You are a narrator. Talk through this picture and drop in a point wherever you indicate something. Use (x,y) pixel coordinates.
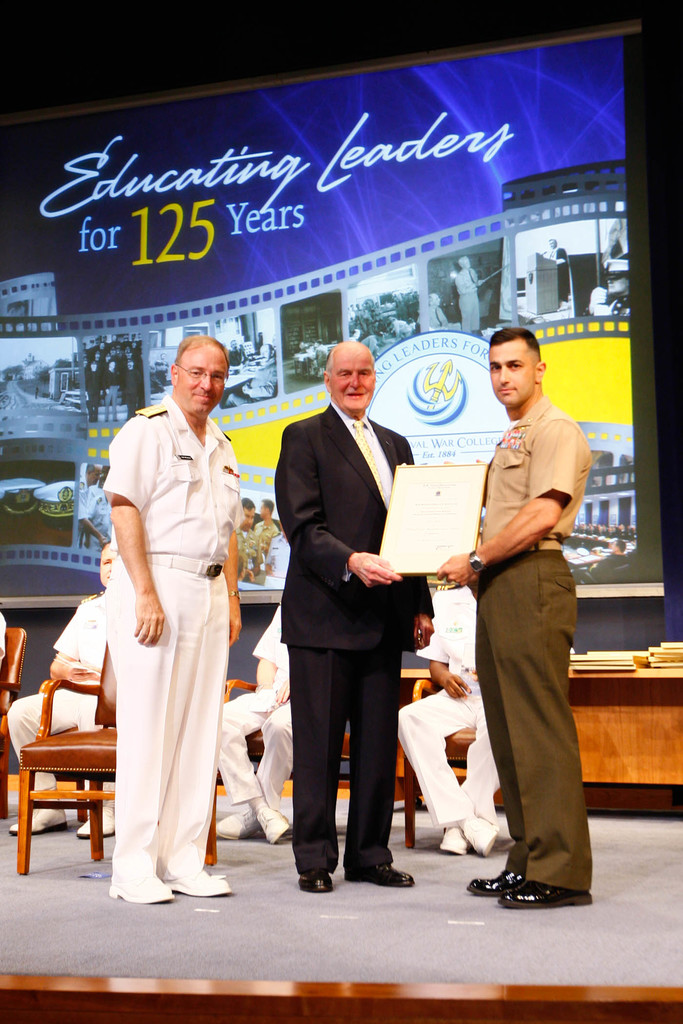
As we can see in the image there is a banner (166,159), few people (11,726) sitting on chairs (21,635) and there are three people (295,500) standing over here.
